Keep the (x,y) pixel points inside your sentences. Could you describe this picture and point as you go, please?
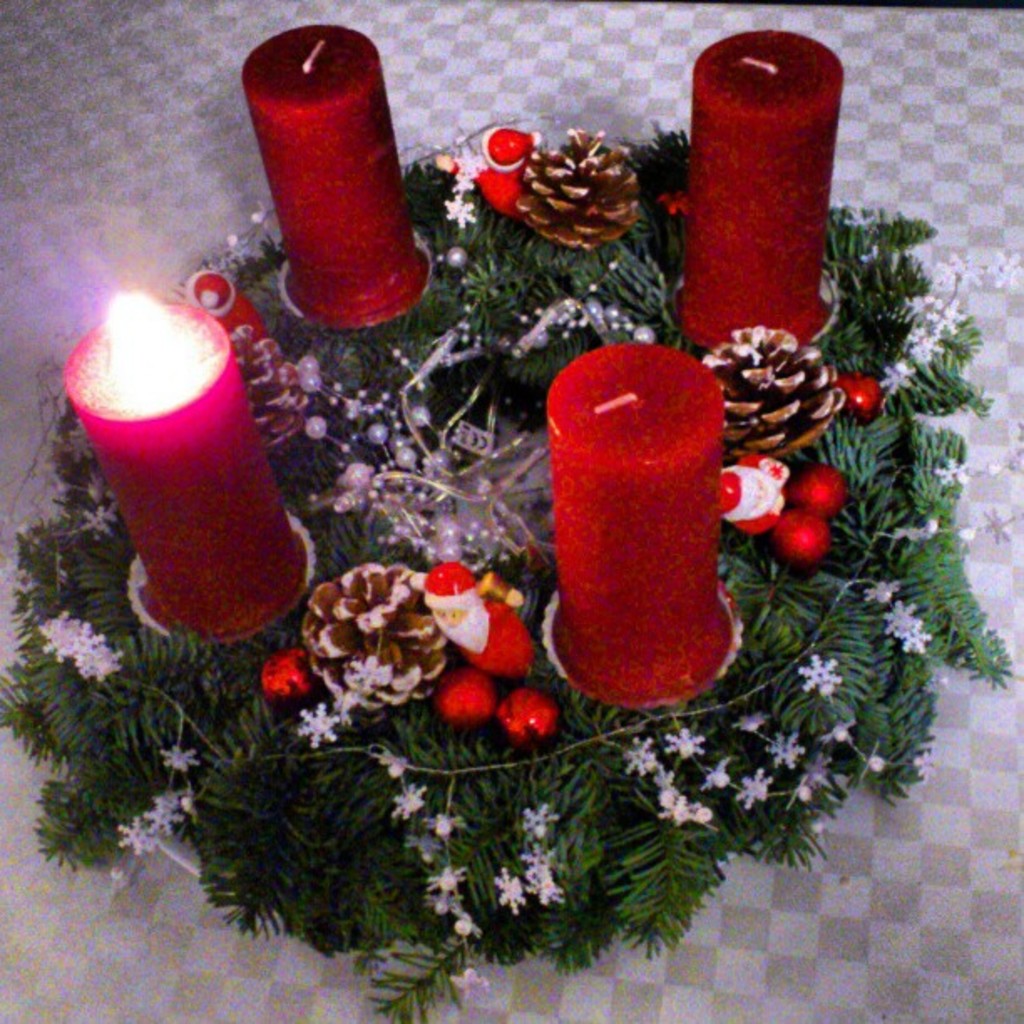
In the middle of this image (671,628), there are three red color candles (659,541) and a red color candle light (237,459) arranged on the decorative items (744,792). And the background (16,778) is in white and gray color combination.
